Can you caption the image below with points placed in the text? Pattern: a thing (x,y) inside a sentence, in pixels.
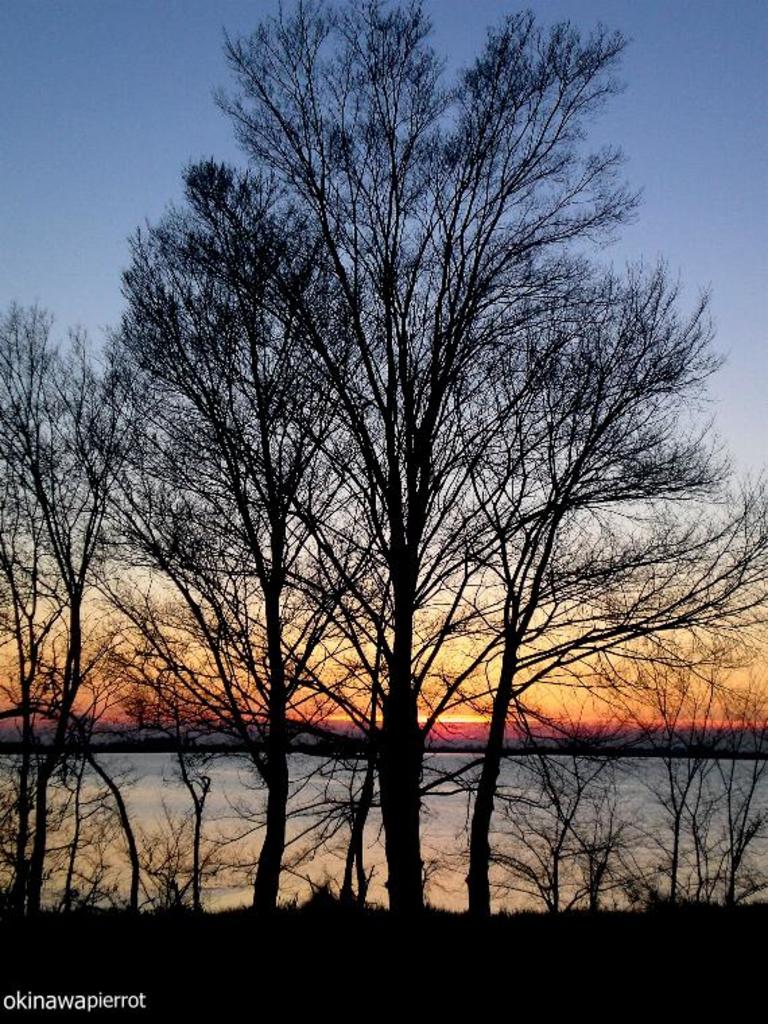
In this image, we can see so many trees (356,744). Background (745,452) there is a sky (342,515). At the bottom of the image (138,1003), we can see a watermark (76,1002).
